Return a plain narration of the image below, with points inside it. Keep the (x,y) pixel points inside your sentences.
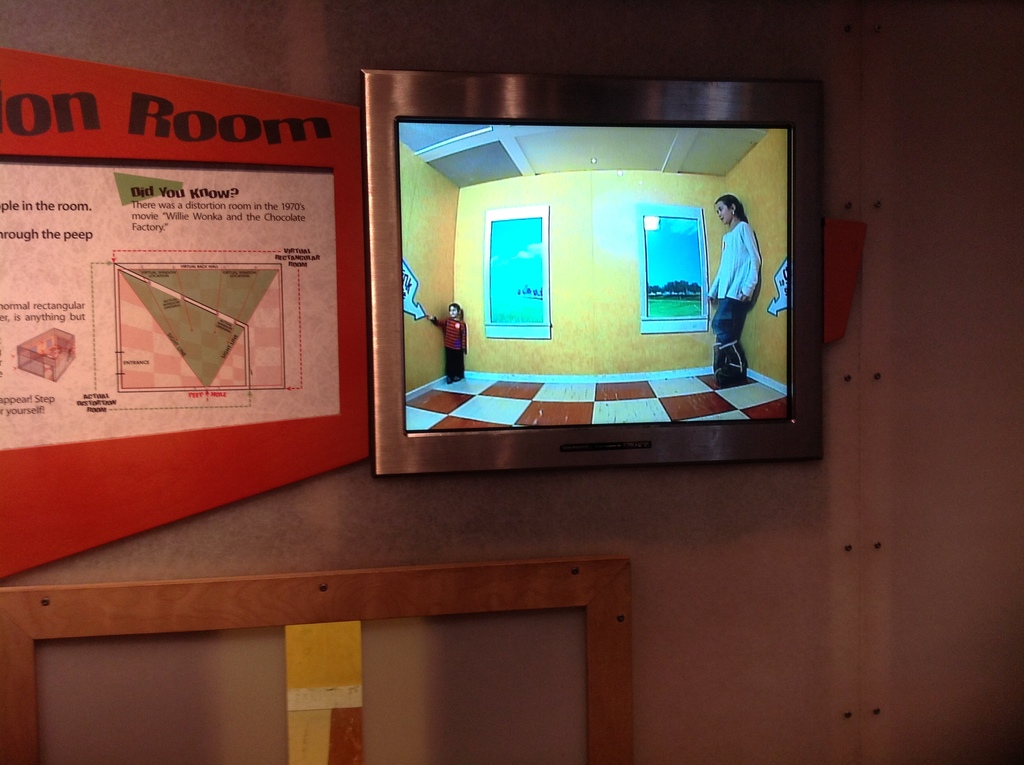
In this picture I can see two boards (287,458) attached to the wall (992,501), and there is a screen (791,368) on the wall (858,377).
